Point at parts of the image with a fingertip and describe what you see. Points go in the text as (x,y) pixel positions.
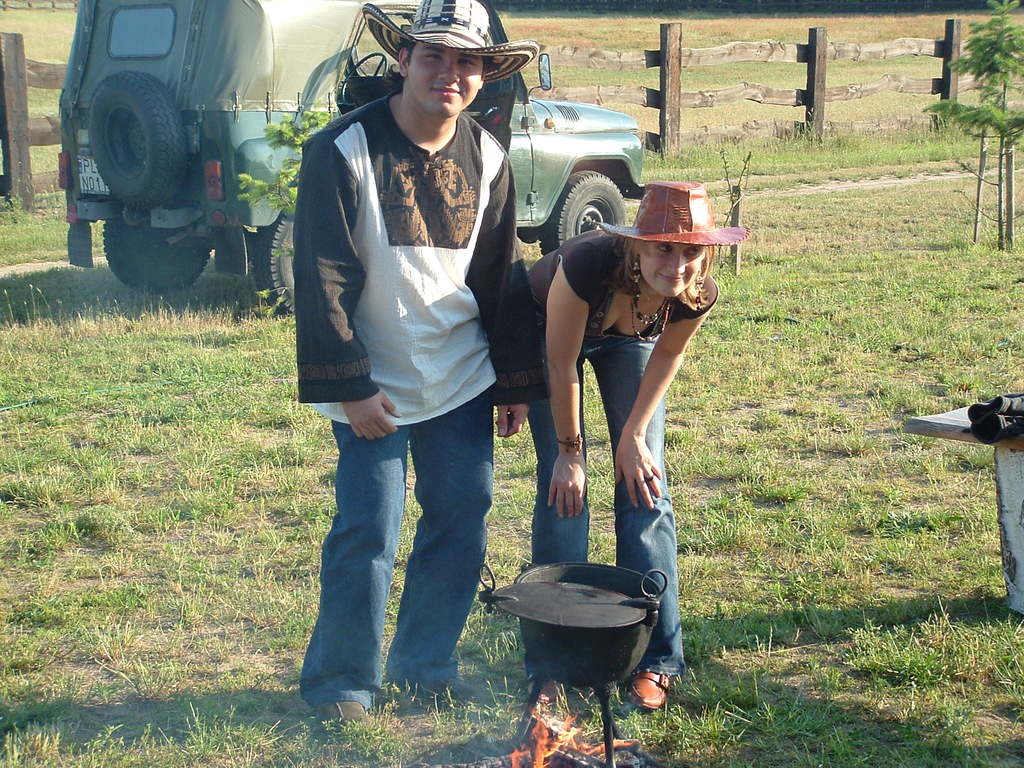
In this image we can see cooking on fire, persons (352,432) standing on the ground (322,471), motor vehicle (323,42), wooden fence (678,68) and plants (991,42).
